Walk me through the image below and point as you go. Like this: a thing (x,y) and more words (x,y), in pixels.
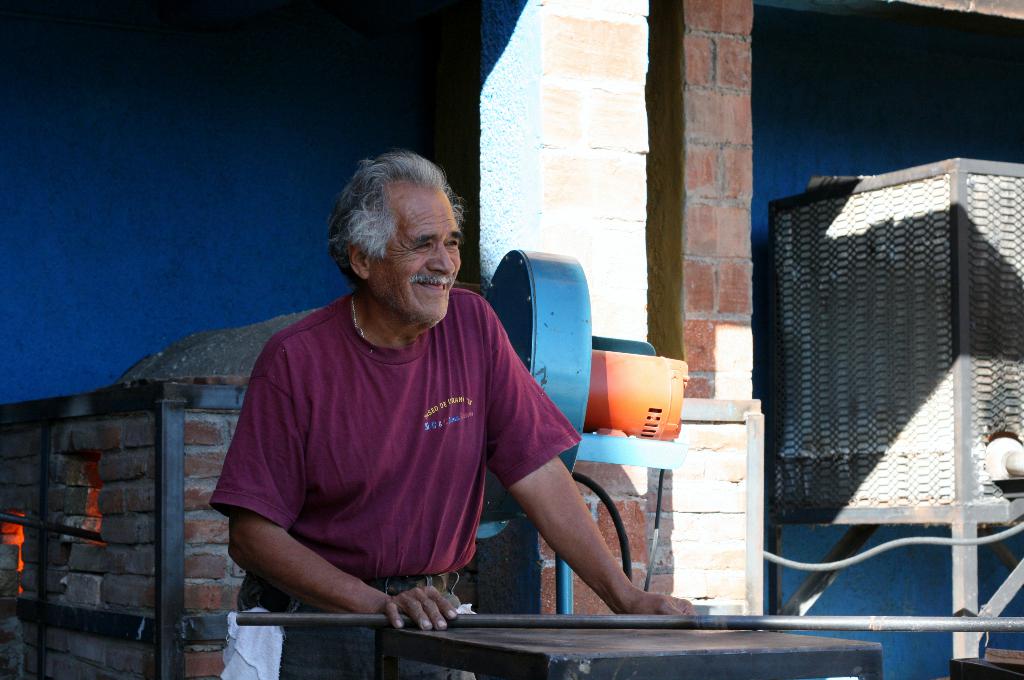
In this image a man (387,416) wearing a maroon t-shirt (303,502) is smiling. He is holding an iron rod (504,623). The iron rod (571,627) is placed on a table (505,659). In the background (692,531) there is wall (224,109). Behind him there is a machine (577,352). In the right (917,312) there is another machine (962,333).
